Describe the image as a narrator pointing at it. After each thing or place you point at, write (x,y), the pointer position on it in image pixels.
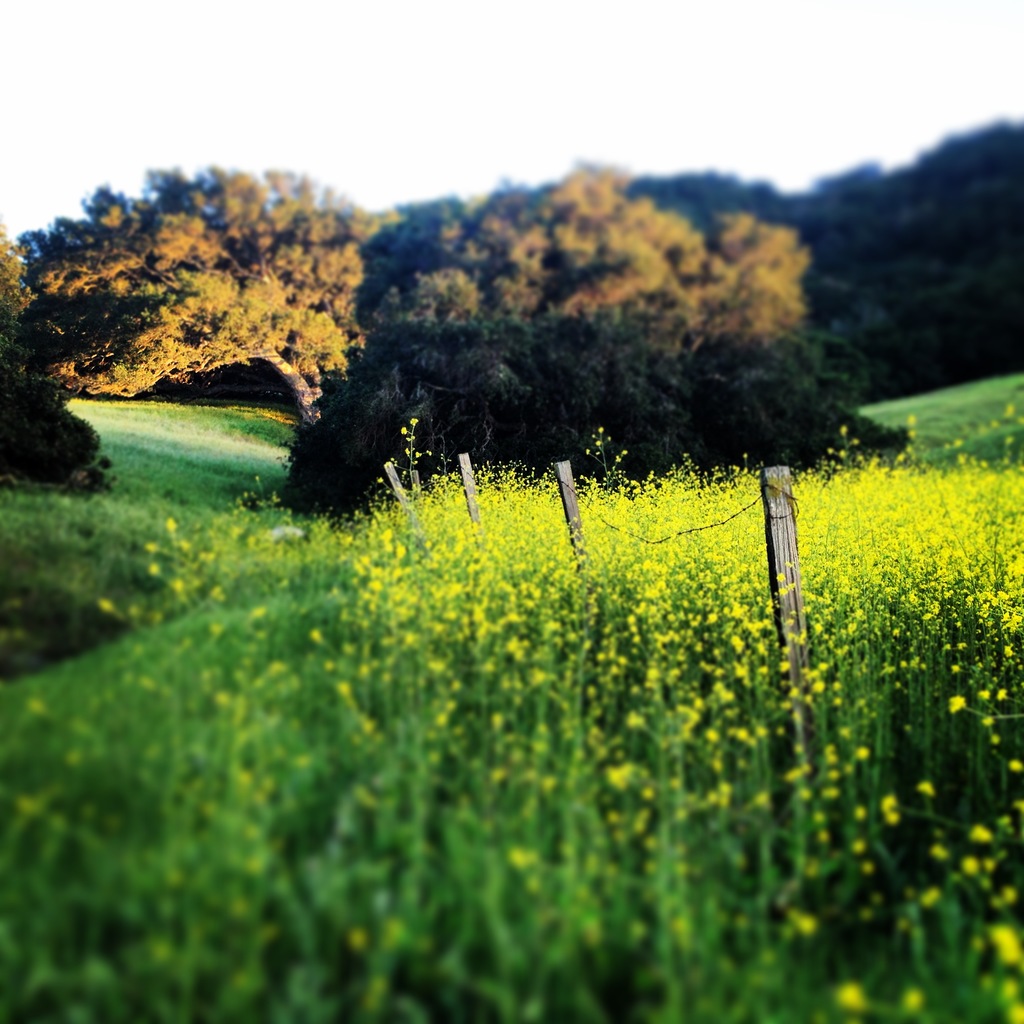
In this image there are trees (368,424). At the bottom (292,811) there is grass (484,796) and we can see a fence (733,515). In the background (462,67) there is sky (491,142).
